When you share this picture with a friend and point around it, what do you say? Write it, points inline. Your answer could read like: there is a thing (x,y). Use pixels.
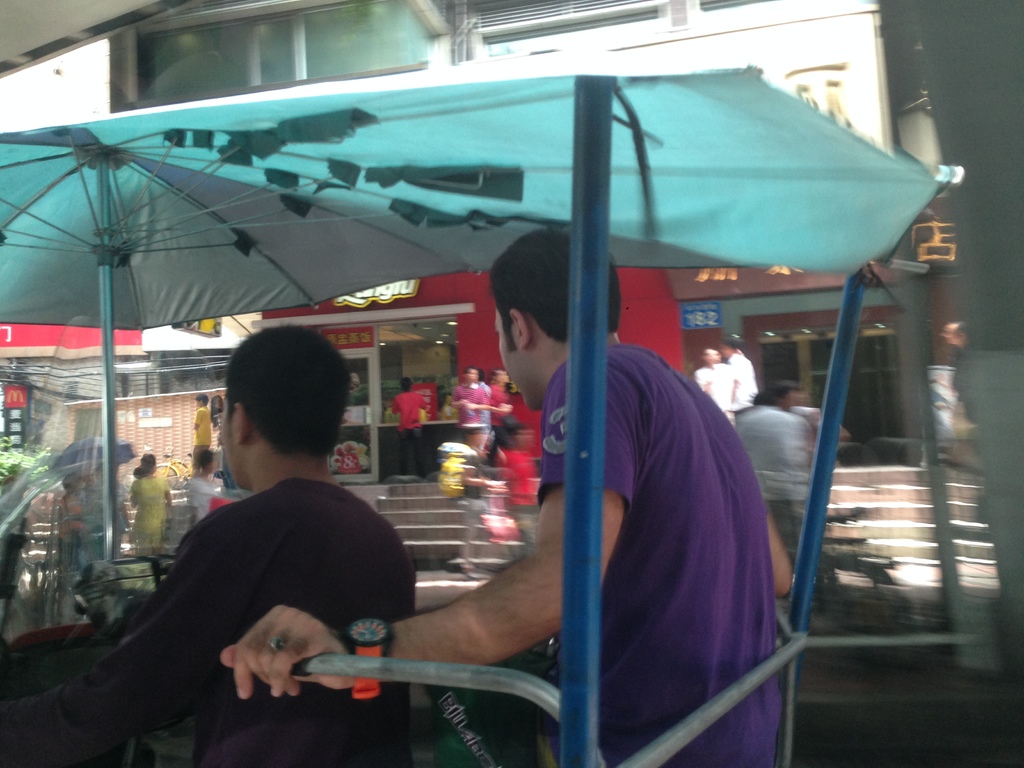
In this image we can see the building (93,358), few shops (424,356), some objects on the ground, some objects (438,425) in the shops (52,355), some objects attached to the shops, some trees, one staircase (401,514), one object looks like a vehicle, two umbrellas (99,438), one man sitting in the vehicle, some people (536,262) are standing, some people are walking, some people (619,416) are holding objects (302,660), one object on the top left side (20,30) corner of the image, one road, the image is blurred, one object (1009,539) on the right side of the image (1023,560), some boards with text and images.
